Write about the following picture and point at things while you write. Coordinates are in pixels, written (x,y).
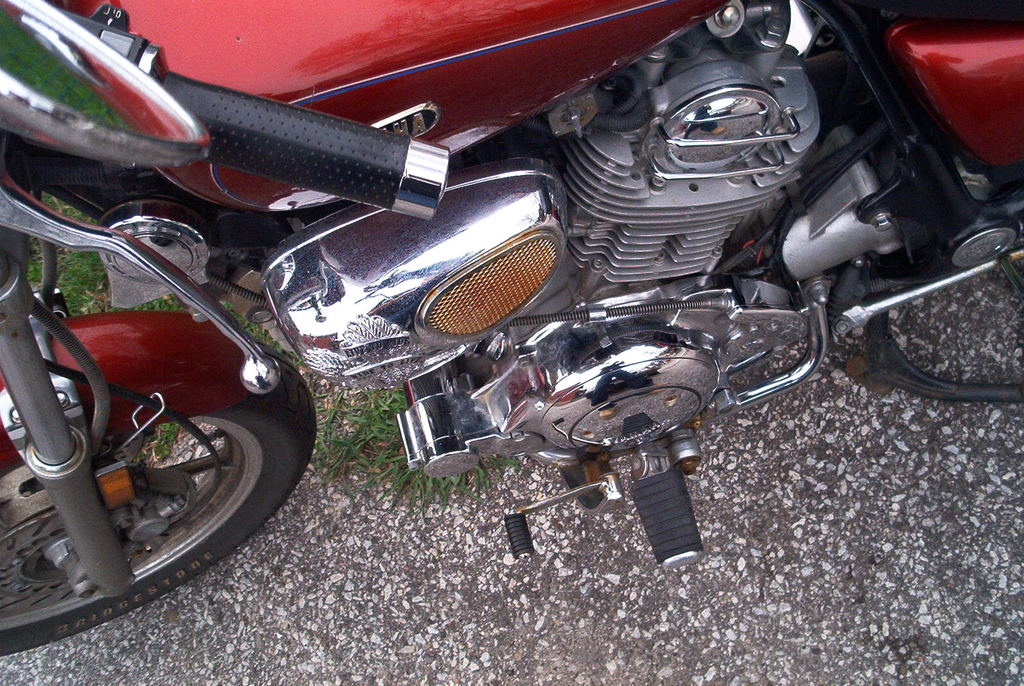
In this image we can see a red color bike (422,466) parked on the road (759,576). Here we can see the grass (95,290).
